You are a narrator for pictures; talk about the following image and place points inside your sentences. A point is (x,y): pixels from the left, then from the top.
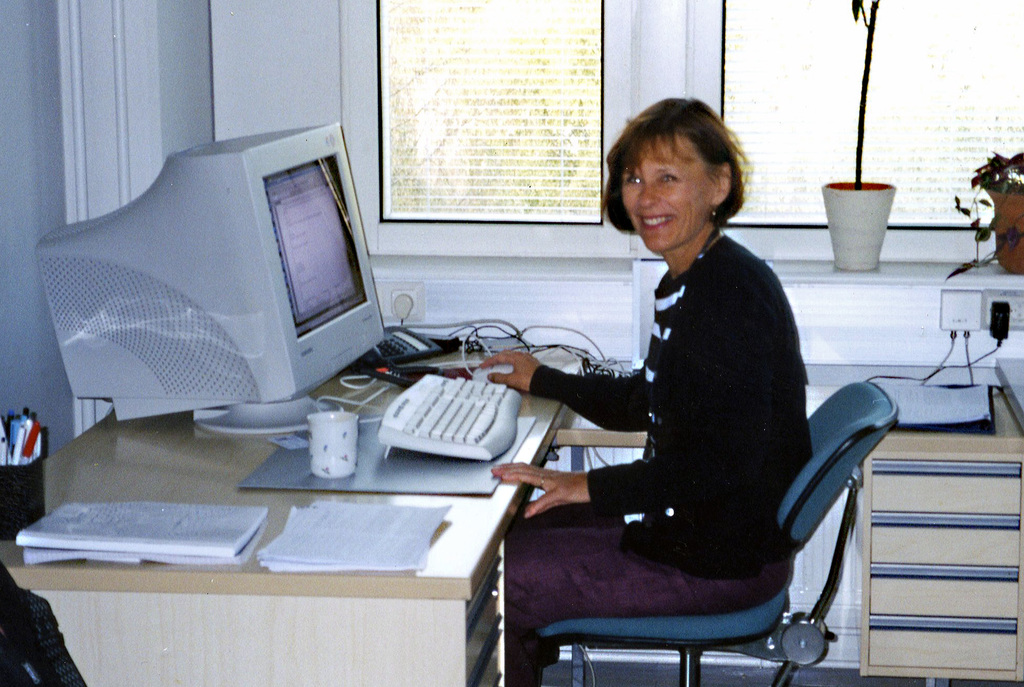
On the background (665,89) we can see windows (500,102). Through window glass (495,120) we can see blinds (835,155). This is a houseplant (865,204). This is a socket (962,309). Here we can see one woman (663,561) sitting on a chair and she is smiling. On the table (67,471) we can see pens (39,444) in a mug (29,490), cup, book (173,545), papers (416,529), keyboard (449,383), mouse (479,376) and computer (346,306). This is a desk (889,596).
